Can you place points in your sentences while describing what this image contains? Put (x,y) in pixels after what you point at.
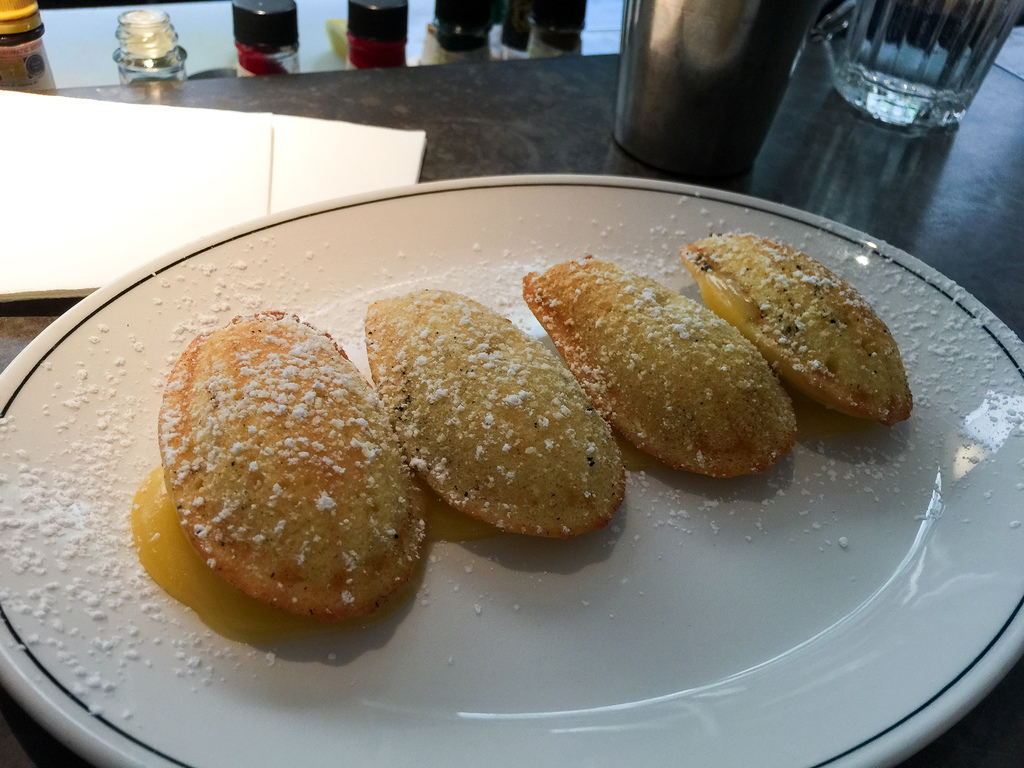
In this image there are food items (385,430) in a plate (625,605). There are glasses (666,115), tissues (117,252) on the table (524,111). Beside the table (499,128) there are bottles (267,50).
